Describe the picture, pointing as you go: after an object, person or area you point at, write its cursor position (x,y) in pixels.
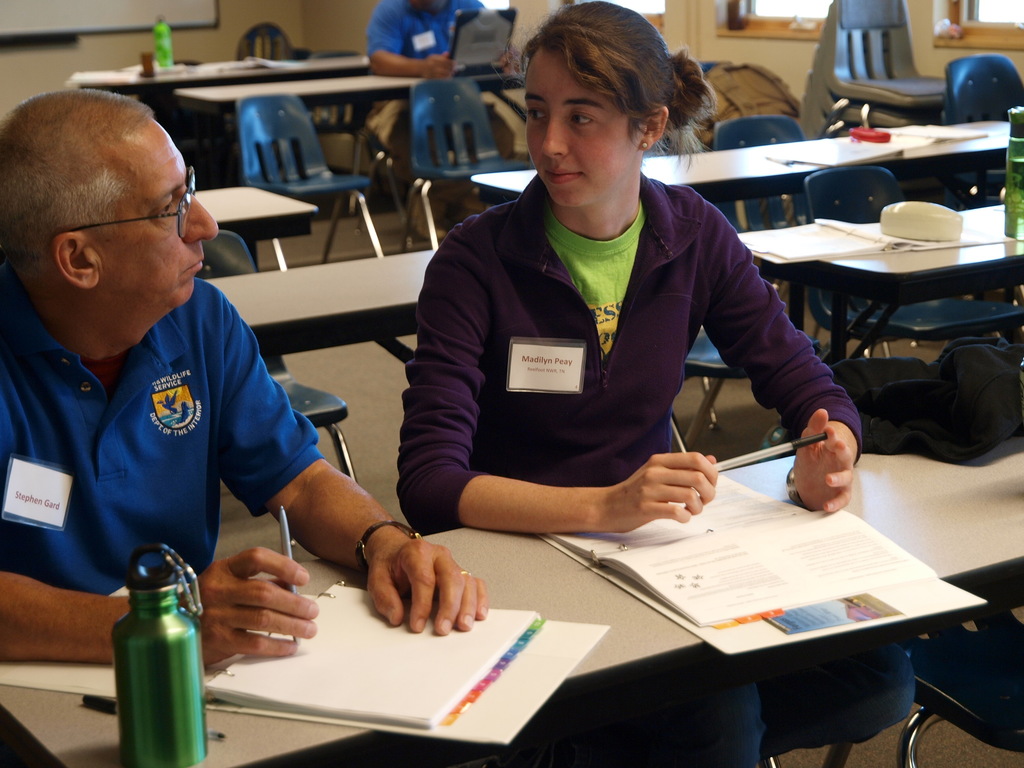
It is inside a classroom (507,82), lot of benches (823,181) and tables (920,255), a few bags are kept on the chairs (743,212) in the first row there are two people (365,505) sitting in front of the table (622,613), both of them are holding some books (829,535) and there is also a green color bottle (147,637) on the table (208,760), in the background (63,60) there is a yellow color wall (248,14).
